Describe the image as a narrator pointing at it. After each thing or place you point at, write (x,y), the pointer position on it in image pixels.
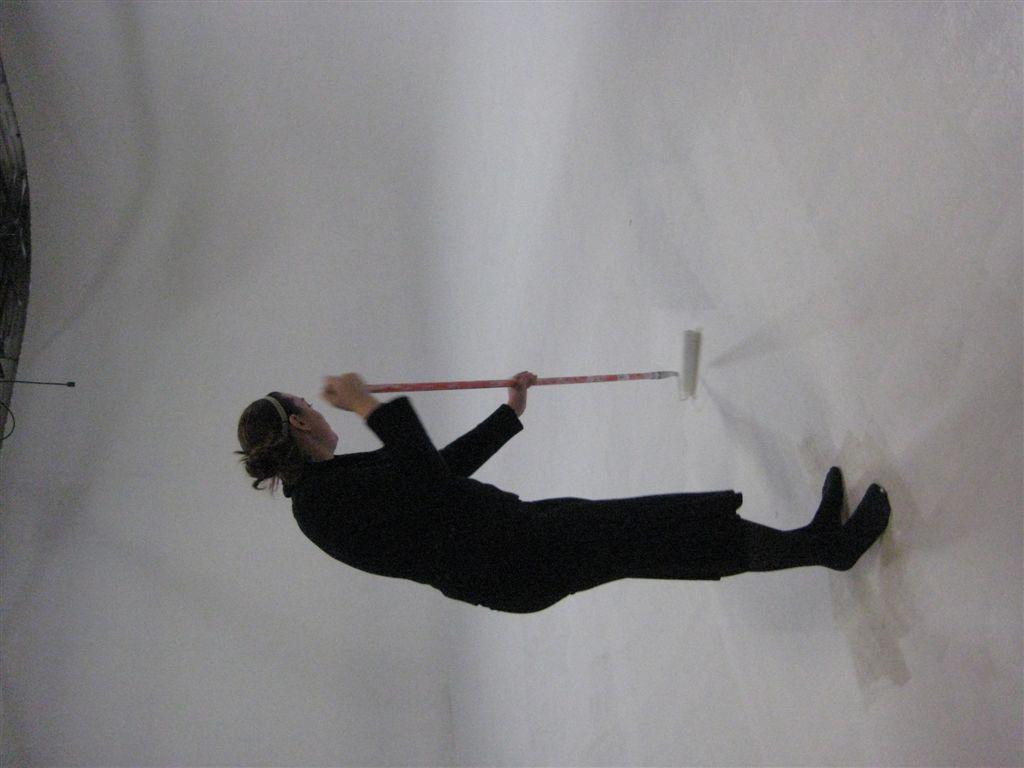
In this picture we can observe a woman (564,584) standing on the floor (654,247). She is painting the floor (745,411) with a paint roller (685,387) in her hand (352,394). She is wearing black dress (461,517). In the background (244,487) we can observe white color wall (179,419).
